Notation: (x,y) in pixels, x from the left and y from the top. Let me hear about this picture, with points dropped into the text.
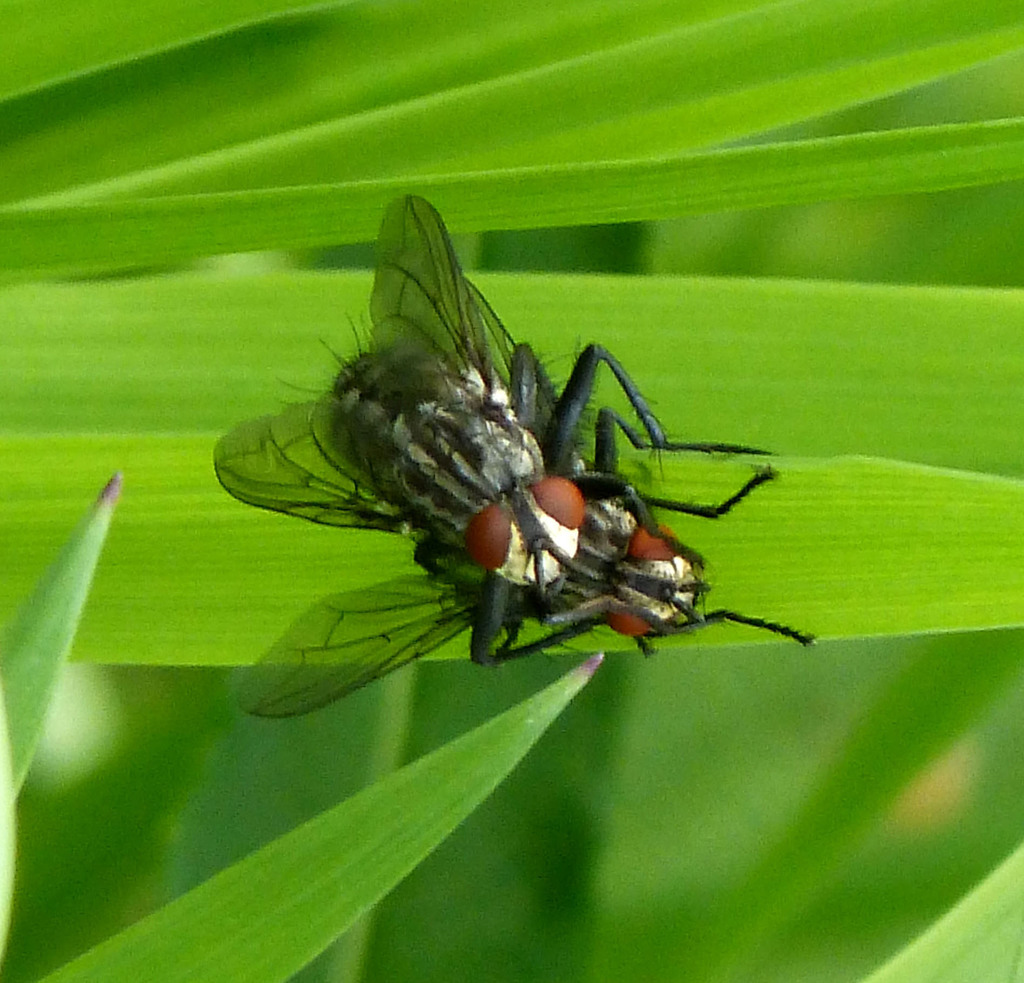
In this picture, we see the two house flies (482,465) are on the green color leaves (176,413). In the background (846,247), it is green in color and this picture is blurred in the background (682,803).
